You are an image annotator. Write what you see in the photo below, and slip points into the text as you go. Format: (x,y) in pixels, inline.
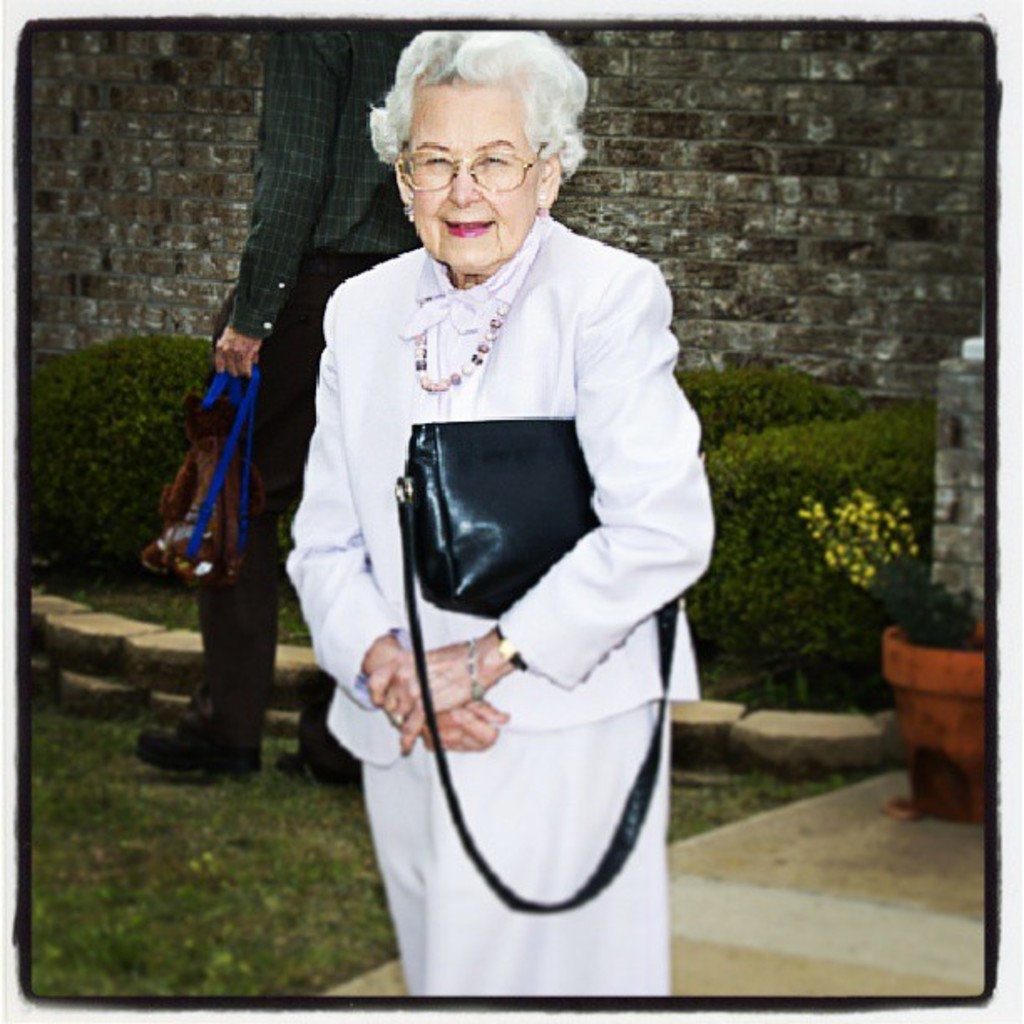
There is a woman (398,339) standing and holding a bag (564,438) and smiling, behind her there is a person (260,548) walking and holding a bag (192,553) and we can see plants (795,446), flowers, pot (888,656) and wall (670,83).
